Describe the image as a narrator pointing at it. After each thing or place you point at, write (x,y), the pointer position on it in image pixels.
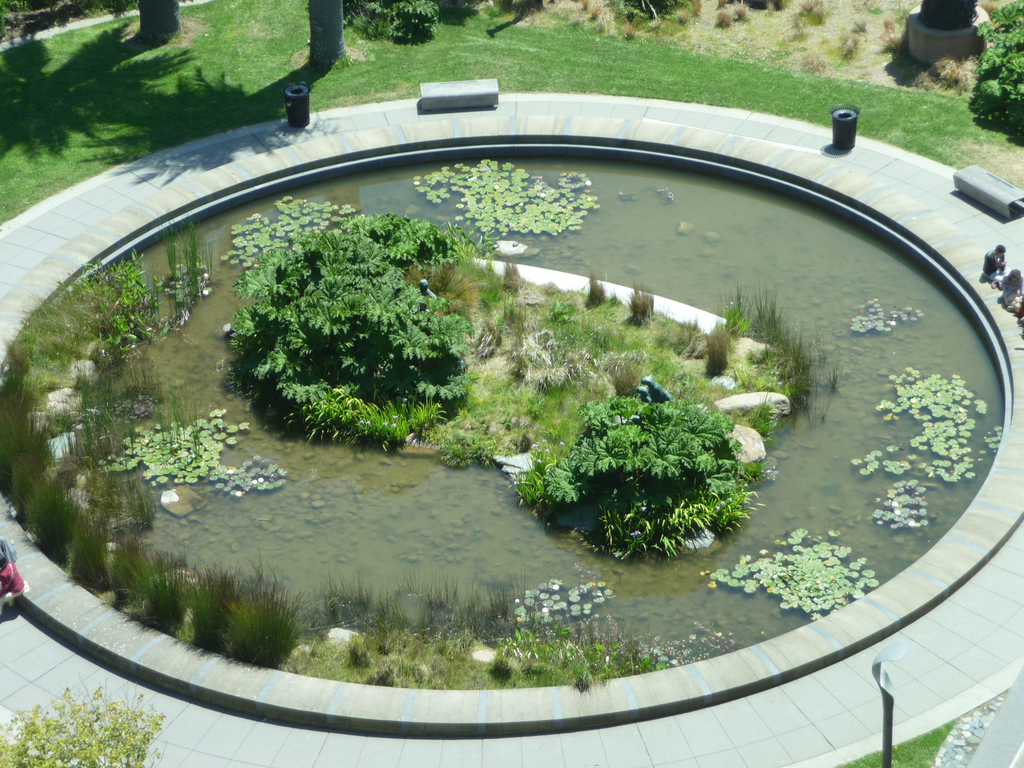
In this image we can see the water pond (930,520) with plants (568,308) and leaves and there are a few people (1001,290) sitting on the ground (855,691). And there are few objects (886,664) and grass (498,56). At the back (338,30) it looks like a tree trunk (328,44).
